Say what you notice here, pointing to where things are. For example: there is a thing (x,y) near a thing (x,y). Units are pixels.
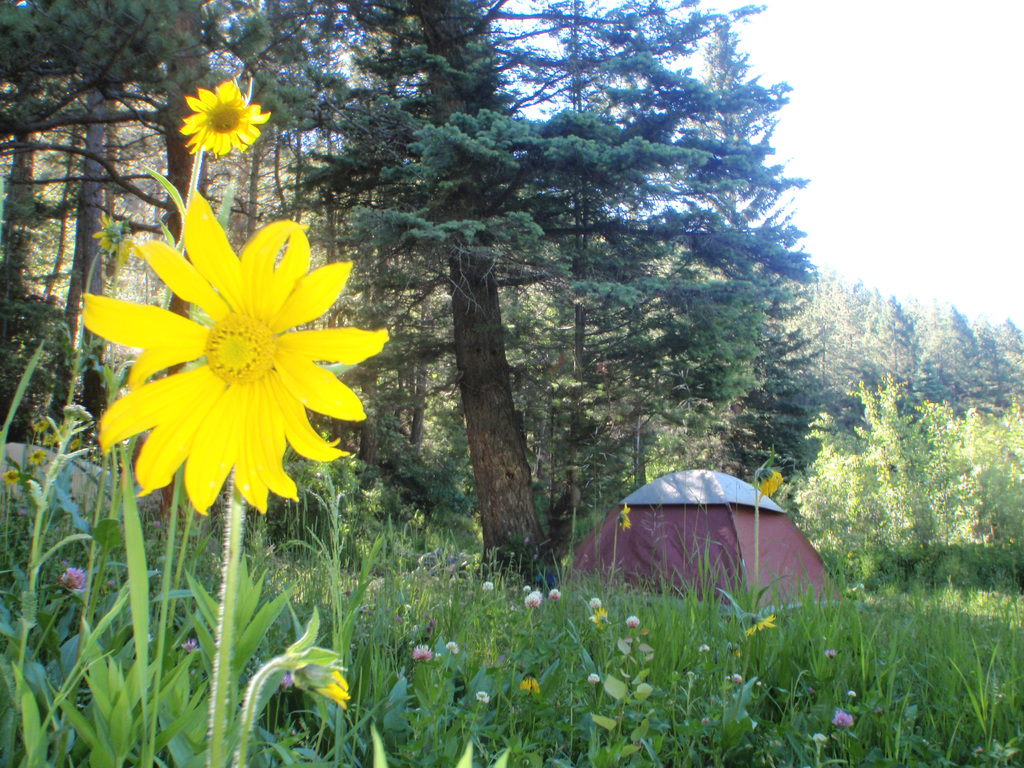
In this image I can see flower plants (280,380). These flowers (234,380) are yellow in color. In the background (593,426) I can see a tent (651,564), trees (672,361) and the sky (839,183).
